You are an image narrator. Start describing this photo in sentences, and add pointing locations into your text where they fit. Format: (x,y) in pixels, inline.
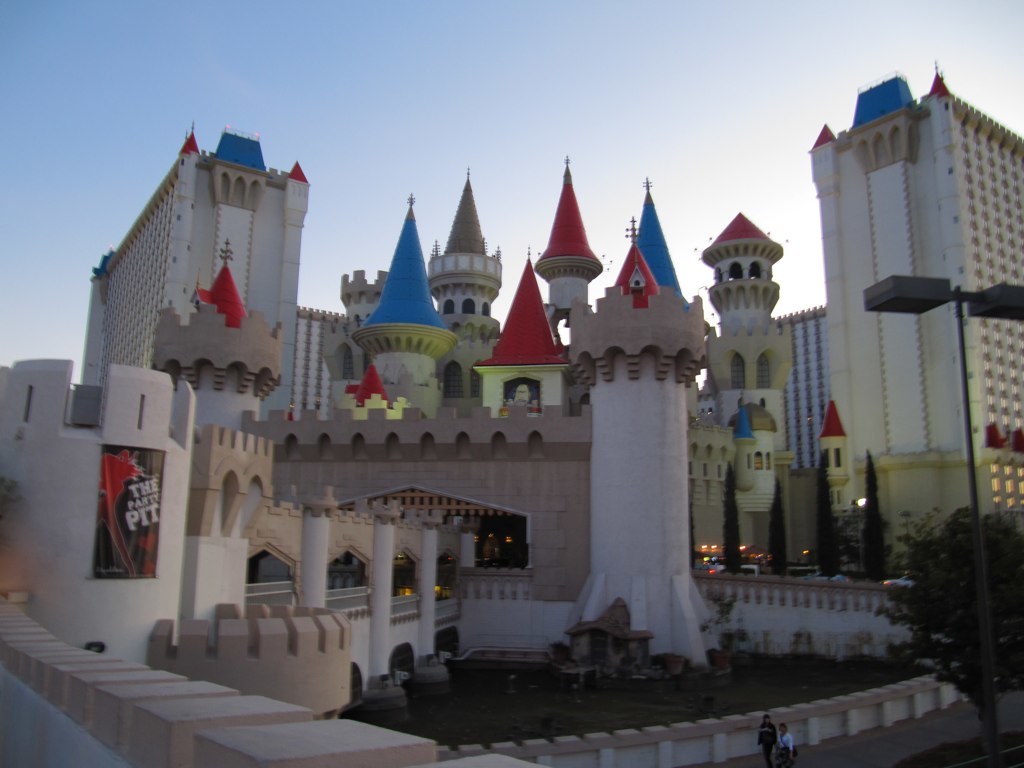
In this picture I can see castles (858,331), there are two persons (782,743) standing, there are trees (941,537), lights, there is a banner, and in the background (555,123) there is sky (605,110).
